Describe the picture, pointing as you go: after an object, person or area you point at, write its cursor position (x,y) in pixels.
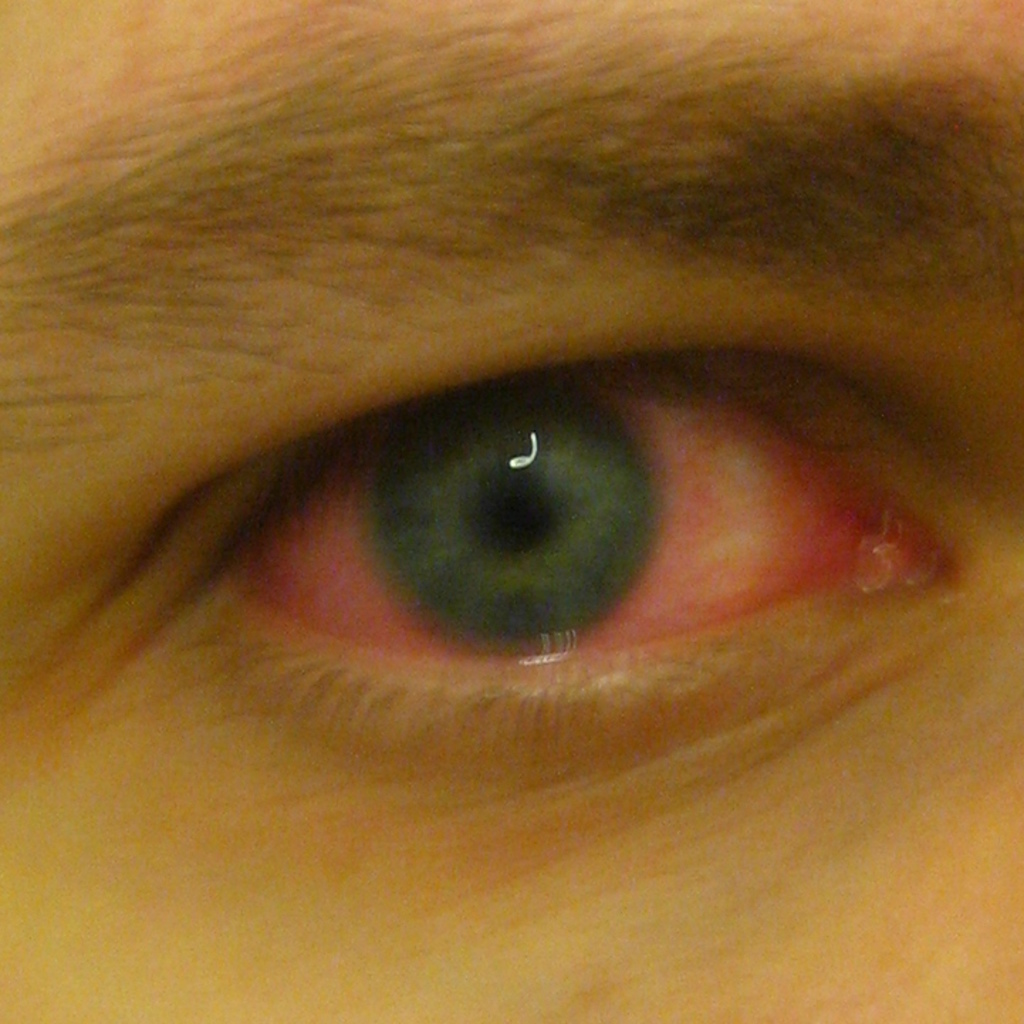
In this image we can see an eye (535,410) of a person (599,672). The eye (701,602) is in red color.
